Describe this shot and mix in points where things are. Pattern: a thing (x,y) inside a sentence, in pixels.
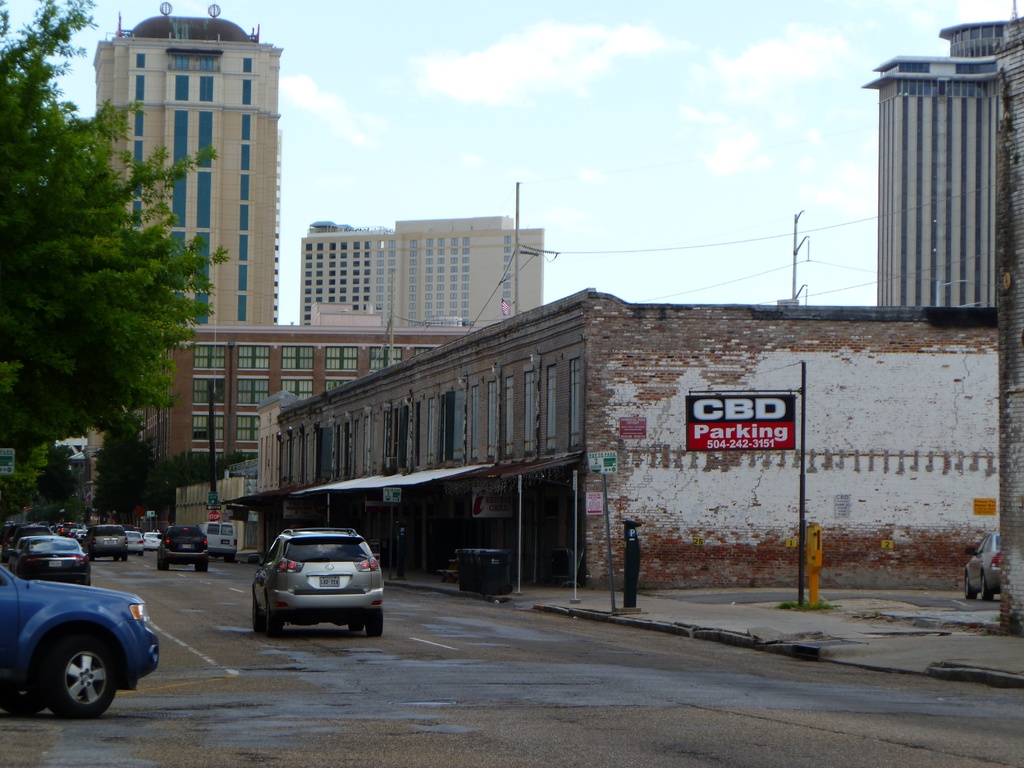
This picture is clicked outside. On the left (60,665) we can see the group of vehicles (51,644) running on the road (254,680) and we can see the trees (4,296). On the right (776,399) there is a board (743,409) attached to the pole (804,483) and the text (757,431) is printed on the board (714,438) and there are some objects (560,556) on the ground (819,764). In the background (527,108) there is a sky (403,111), buildings (449,267), cables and the cars (147,538).
